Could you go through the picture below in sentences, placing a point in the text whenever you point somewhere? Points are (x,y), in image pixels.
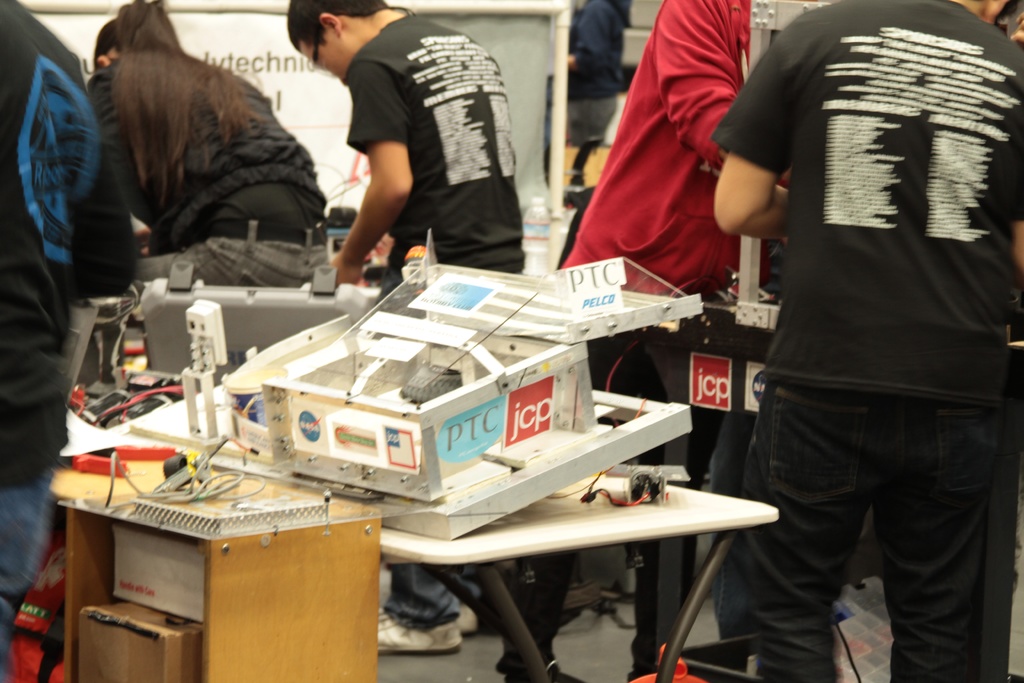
On this table (293,520) there is an equipment (281,416). Background (151,117) there are people (372,172).
